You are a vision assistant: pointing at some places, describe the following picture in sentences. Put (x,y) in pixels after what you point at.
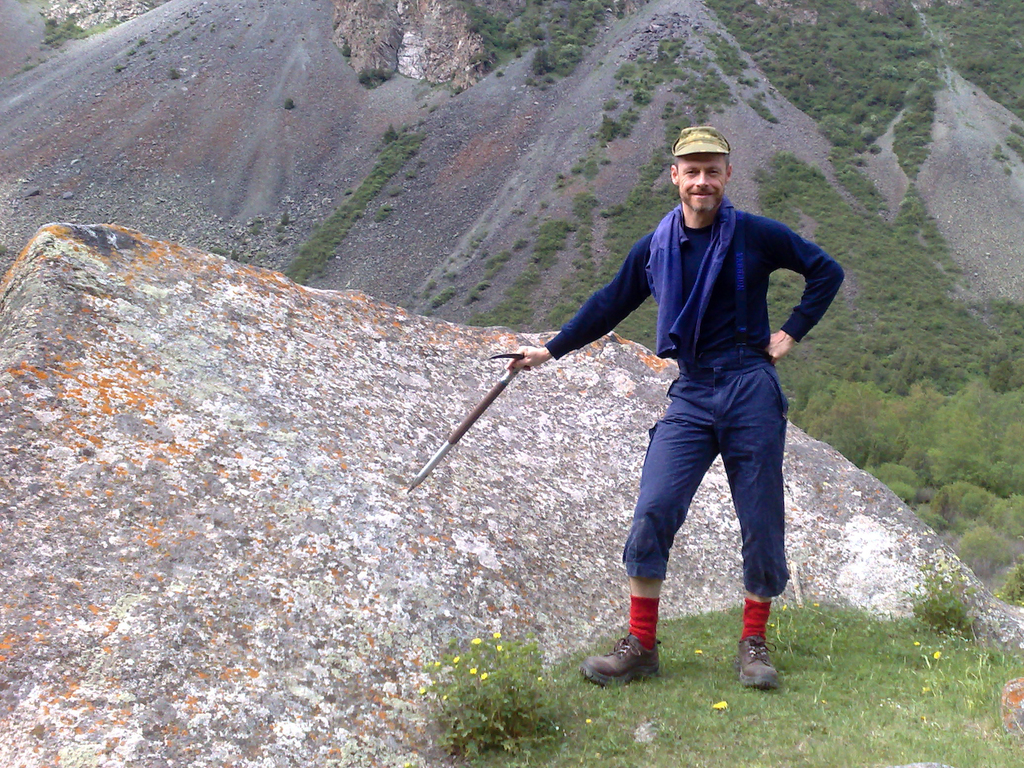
In this image in front (629,309) there is a person (658,317) standing by holding a object (432,459). Beside him there is a rock (279,435). At the bottom of the image (827,712) there is grass (872,710) on the surface (918,668). In the background (931,412) there are trees (901,424) and we can see a sand (344,142).
